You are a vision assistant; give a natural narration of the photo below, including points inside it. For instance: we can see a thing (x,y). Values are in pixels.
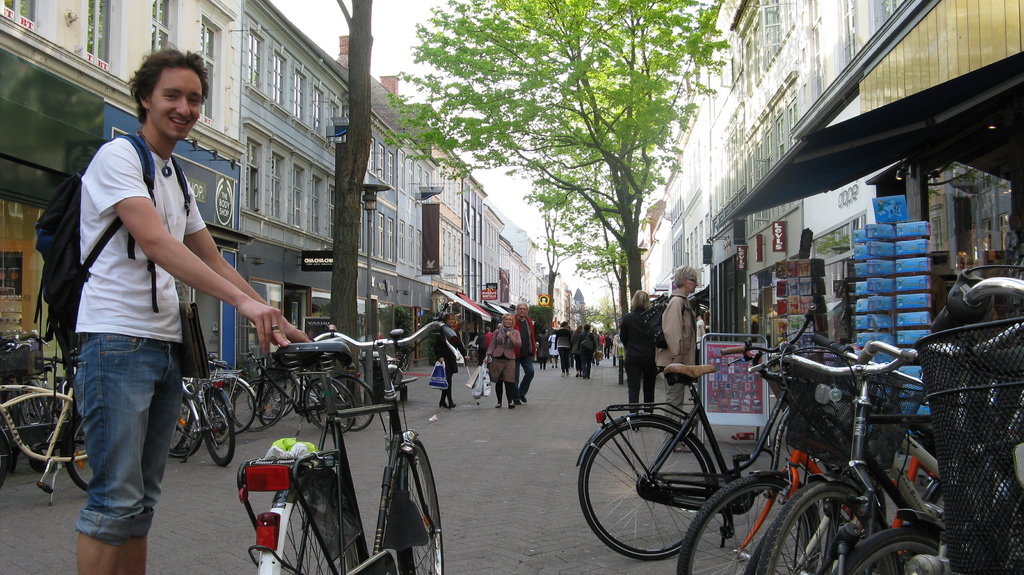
In this image we can see a man (128,185) standing near the bicycle (276,552) and posing for a photo and we can see some bicycles (985,502) and there are some people (658,355). We can see some buildings (460,207) and there are some boards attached to the buildings (477,235) and we can see few trees (356,31) and at the top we can see the sky (378,6).
